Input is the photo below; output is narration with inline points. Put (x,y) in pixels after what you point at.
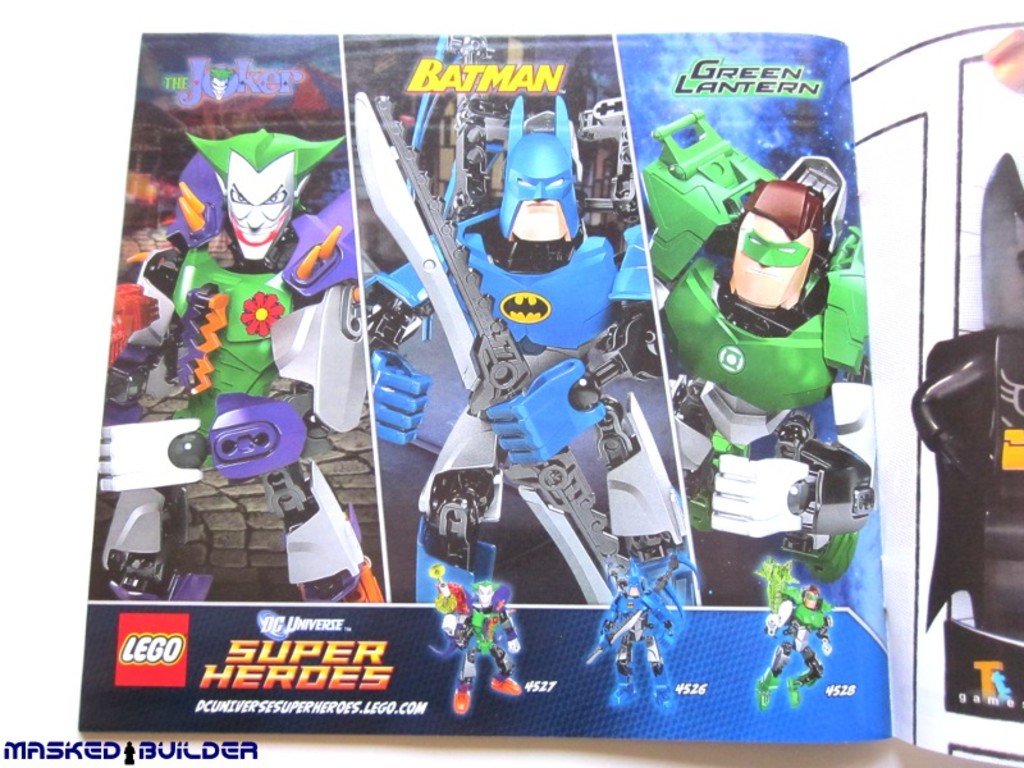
In this picture we can see a booklet (414,651). A toy (1010,365) is visible on the right side (976,445). A watermark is visible.
